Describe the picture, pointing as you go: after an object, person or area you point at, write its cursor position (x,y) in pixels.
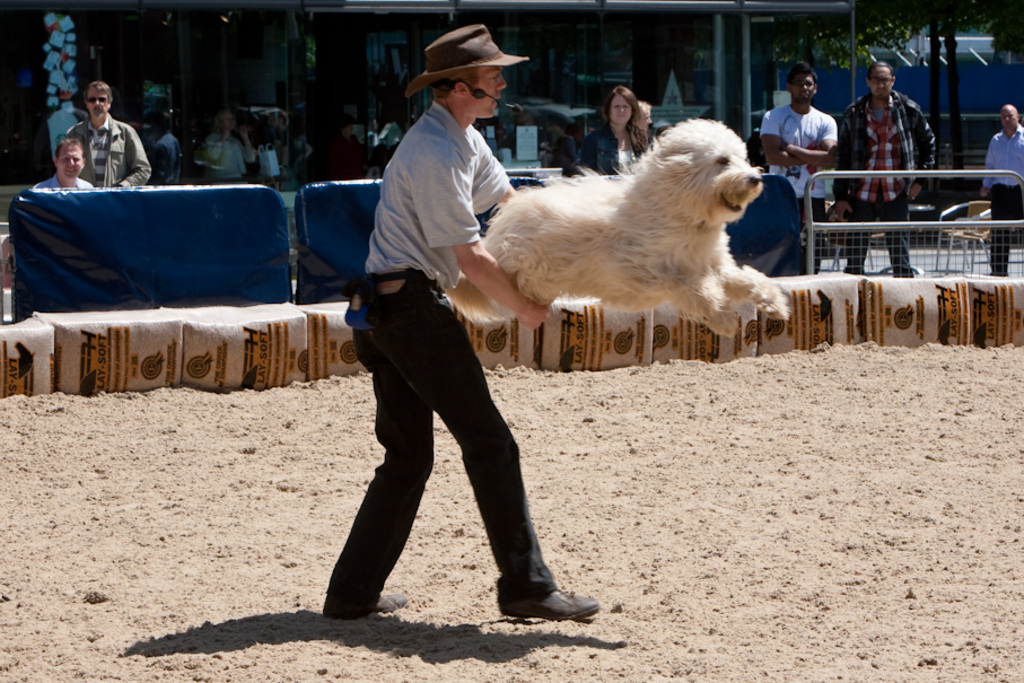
In this image, There is a ground (622,588) which is in brown color, In the middle (404,349) there is a man (416,274) standing and holding a dog (665,227) which is in white color, in the background (157,305) there are some barriers (168,264) which are in blue color, There are some persons (796,139) standing and watching the dog (720,134), There are some trees (881,18) which are in green color.
